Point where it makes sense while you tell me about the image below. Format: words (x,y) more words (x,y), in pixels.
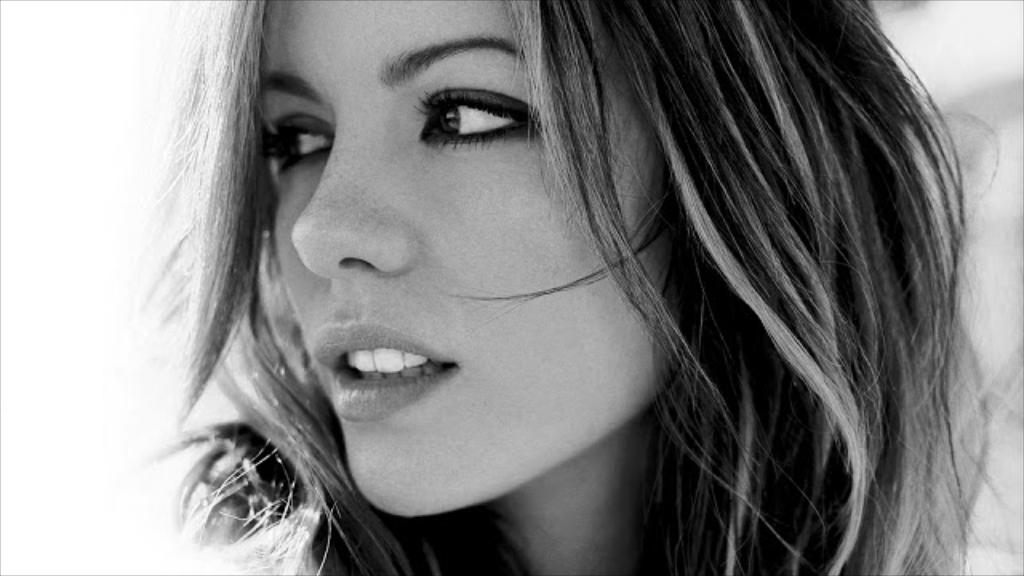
In this picture we can see a woman (223,137) and in the background (945,67) it is blurry.
